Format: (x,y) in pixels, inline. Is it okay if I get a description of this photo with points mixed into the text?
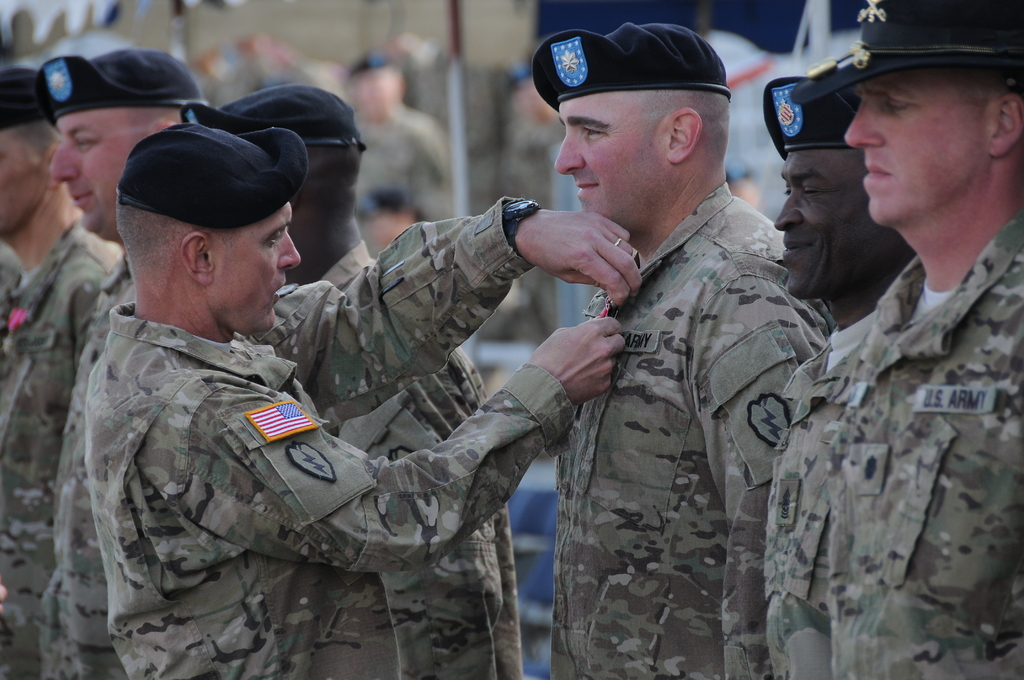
In this picture there are group of people (968,280) standing and there is a person (217,672) standing and holding the badge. At the back (378,166) there are group of people (444,170) and there is a tent (814,62) and at the bottom (518,537) there are chairs (518,514).
